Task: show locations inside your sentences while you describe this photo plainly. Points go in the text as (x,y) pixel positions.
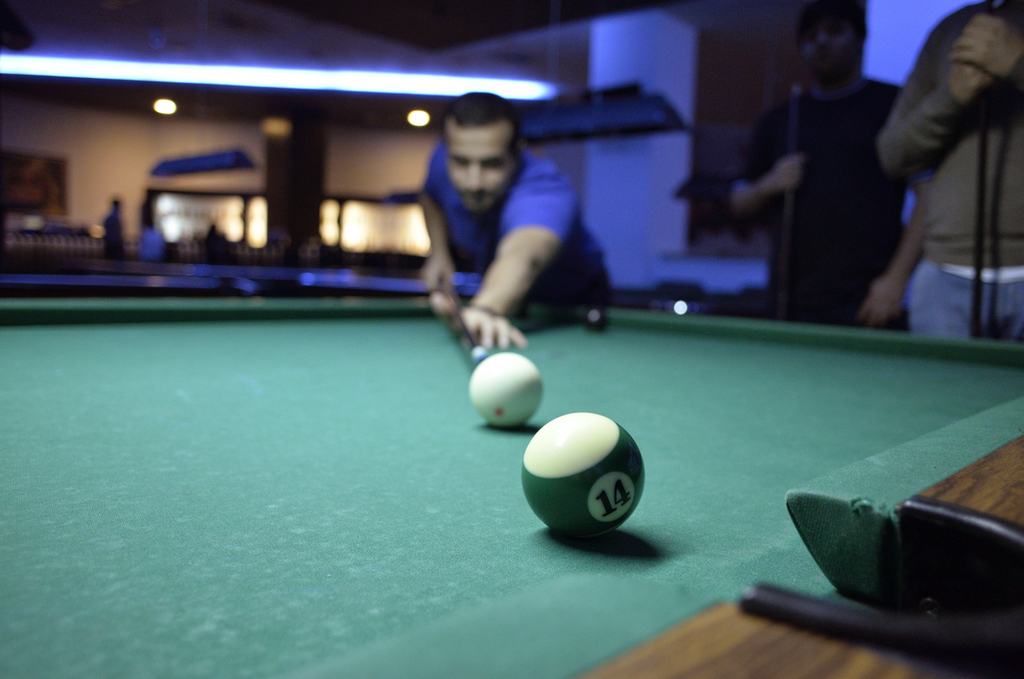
In the foreground (445,307) I can see a person (564,244) is playing a snooker on the table (234,527). In the background (195,223) I can see a group of people (147,208), lights (223,75), wall (252,180) and a building (650,185). This image is taken may be during night.
